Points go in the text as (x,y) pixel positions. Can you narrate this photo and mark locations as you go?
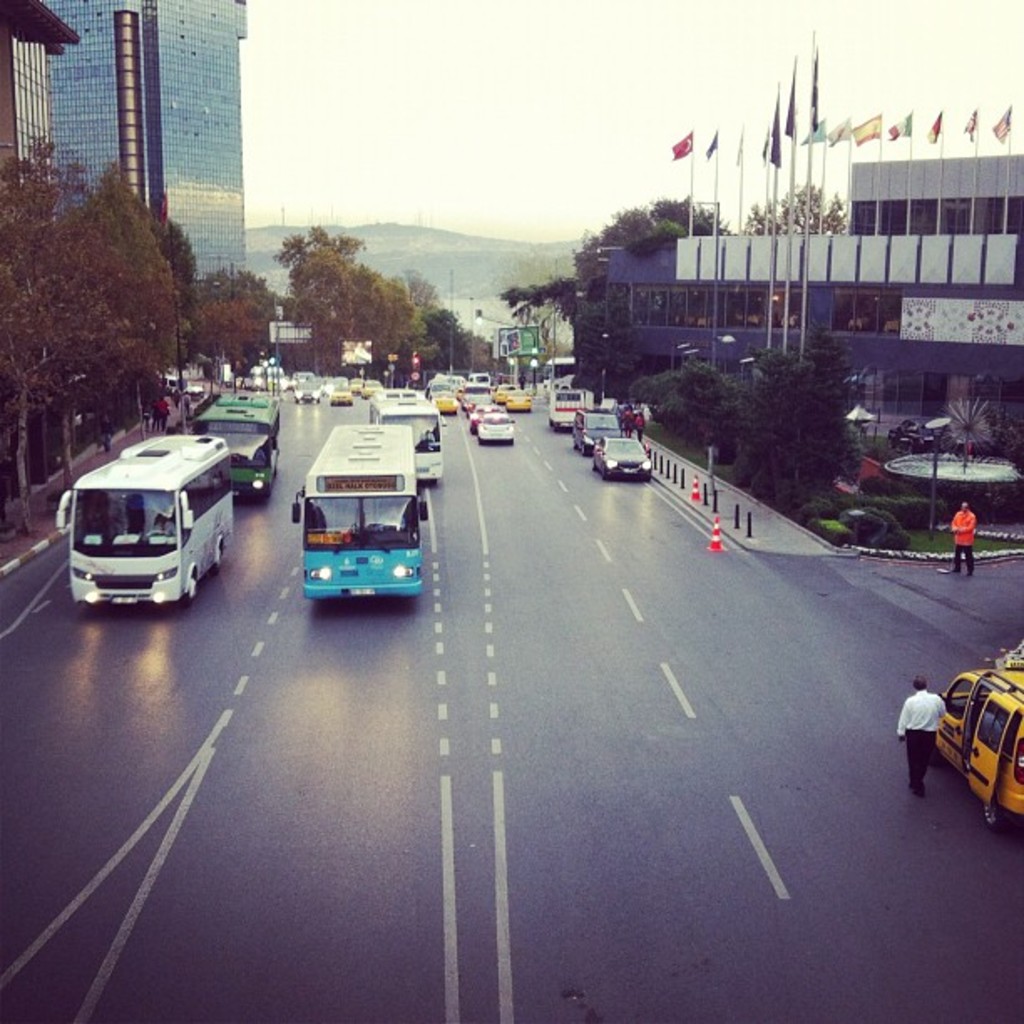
In this image, we can see some trees (442,312) and buildings (208,89). There are vehicles (614,473) on the road (329,723). There are two persons (965,536) on the right side of the image (913,749) wearing clothes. There are flags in the top right of the image (715,154). There is a sky (612,190) at the top of the image (480,79).
